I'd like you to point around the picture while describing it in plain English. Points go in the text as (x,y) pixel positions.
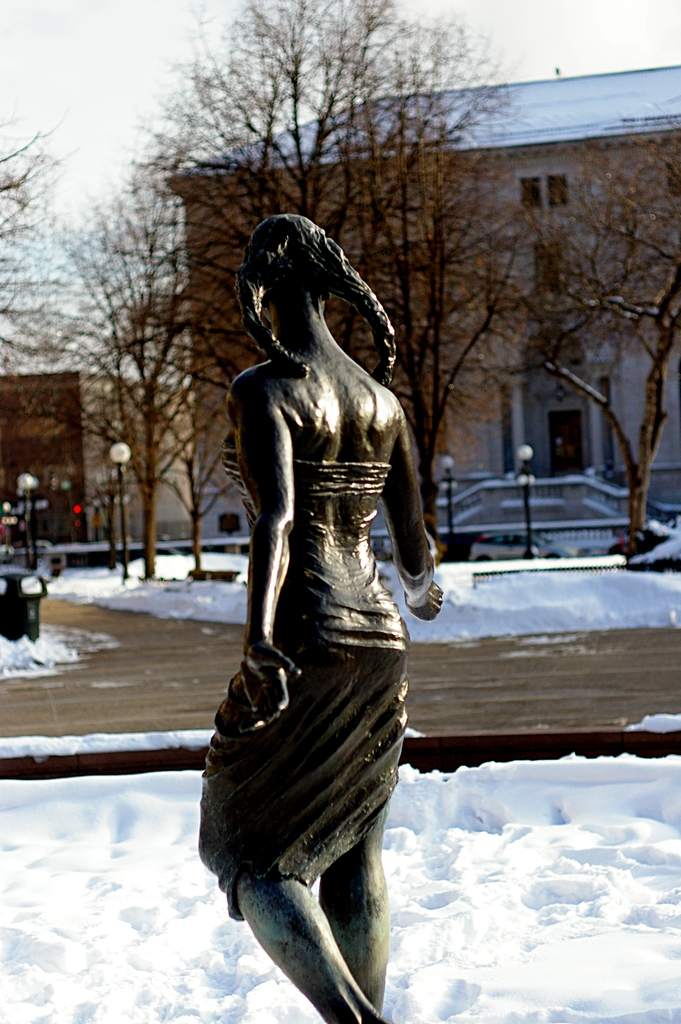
In this image we can see a lady statue (267,605), in front of the statue (255,712) there is snow (164,834), in front of the snow (160,807) there is a pavement (151,655), in the background of the image (127,535) there are trees (401,207) and buildings (466,457) and there are lamp posts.
